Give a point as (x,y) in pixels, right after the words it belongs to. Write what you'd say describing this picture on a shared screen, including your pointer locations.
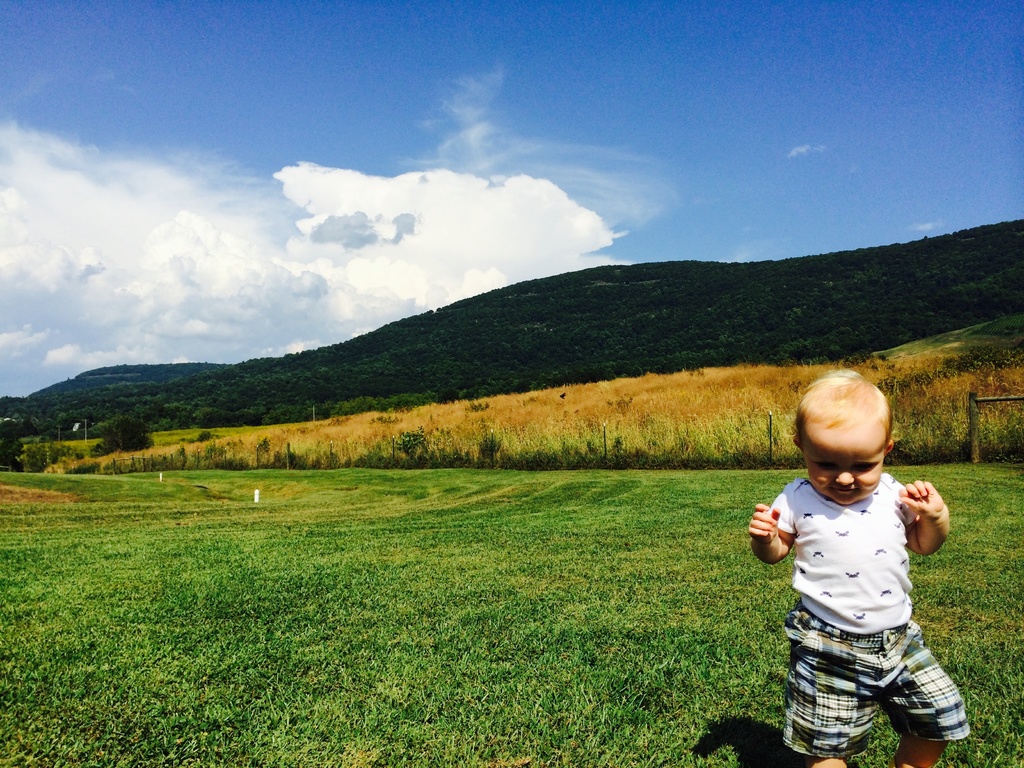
In the picture we can see a grass surface (601,710) on it, we can see a baby (848,693) standing and far away from the grass surface (965,700), we can see grass plants (323,463) which are cream in color and behind it, we can see hills (219,410) which are covered with plants (585,300) and trees (931,291) and behind it we can see the sky (530,49) with clouds (281,194).
